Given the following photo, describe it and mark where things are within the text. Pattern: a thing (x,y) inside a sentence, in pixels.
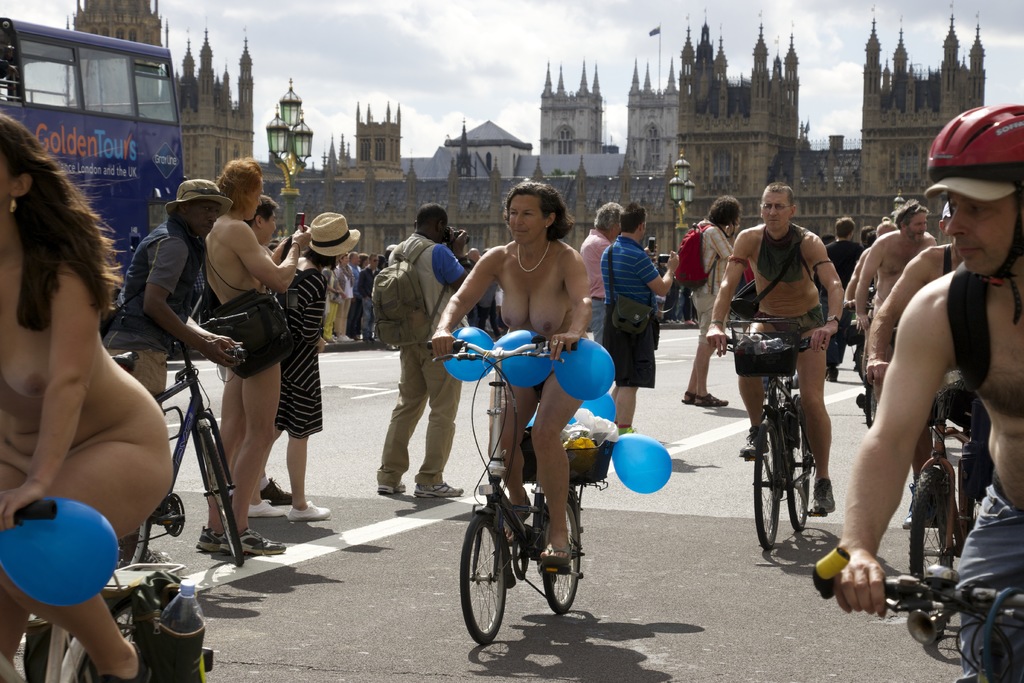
In the image we can see few persons (28,383) were riding cycle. And back of them we can see few more persons (715,232) were standing, holding camera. Coming to the background (464,121) we can see building (672,127), sky (413,44) and clouds (439,125) and few more objects (292,83) around them.
